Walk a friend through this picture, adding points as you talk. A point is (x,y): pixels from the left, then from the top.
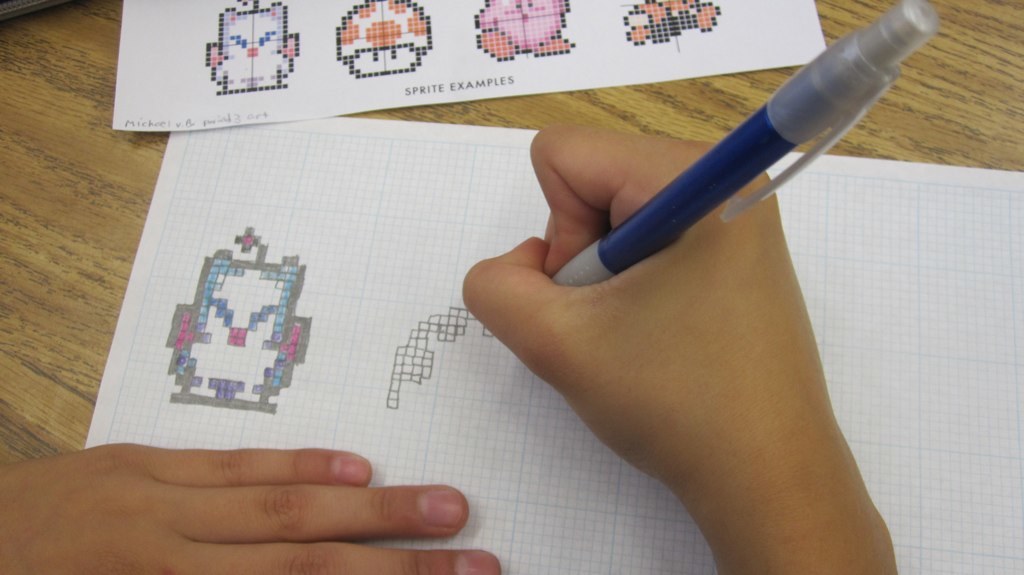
In this picture i can see the person's hand (605,359) and he is holding a blue pen (603,266). At the top (404,19) i can see two papers (472,163) which is kept on the table (19,142).
